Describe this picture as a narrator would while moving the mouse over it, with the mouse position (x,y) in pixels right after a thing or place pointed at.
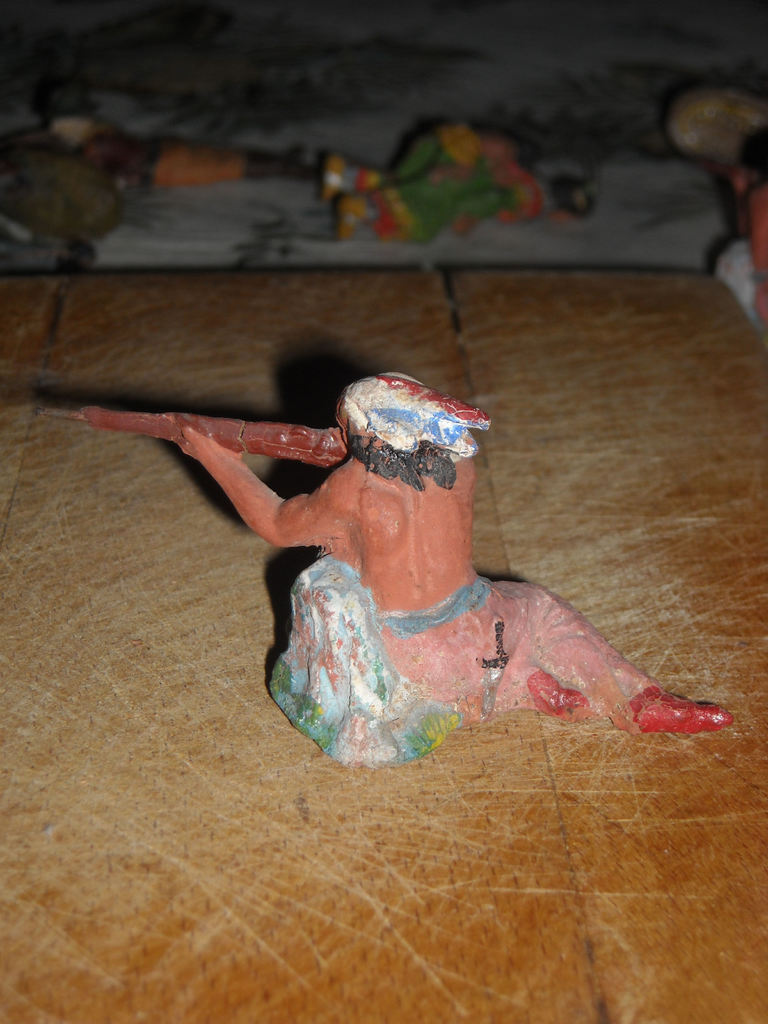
In this image there are figurines (416,585), there is a figurine (426,520) on a wooden surface (696,456), there are three figurines (446,176) on a cloth (625,68).
